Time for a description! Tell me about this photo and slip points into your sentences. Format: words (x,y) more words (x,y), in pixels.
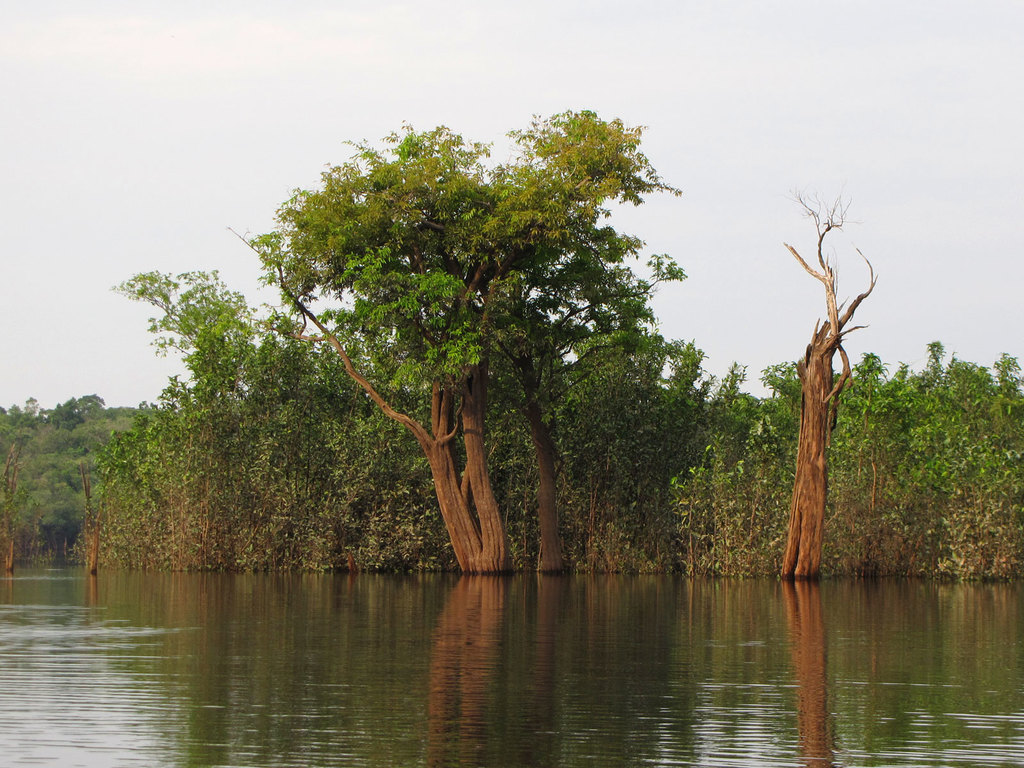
In this image I can see water (420,648) in the front (301,702). In the background (515,497) I can see number of trees (510,383) and the sky (362,164).
